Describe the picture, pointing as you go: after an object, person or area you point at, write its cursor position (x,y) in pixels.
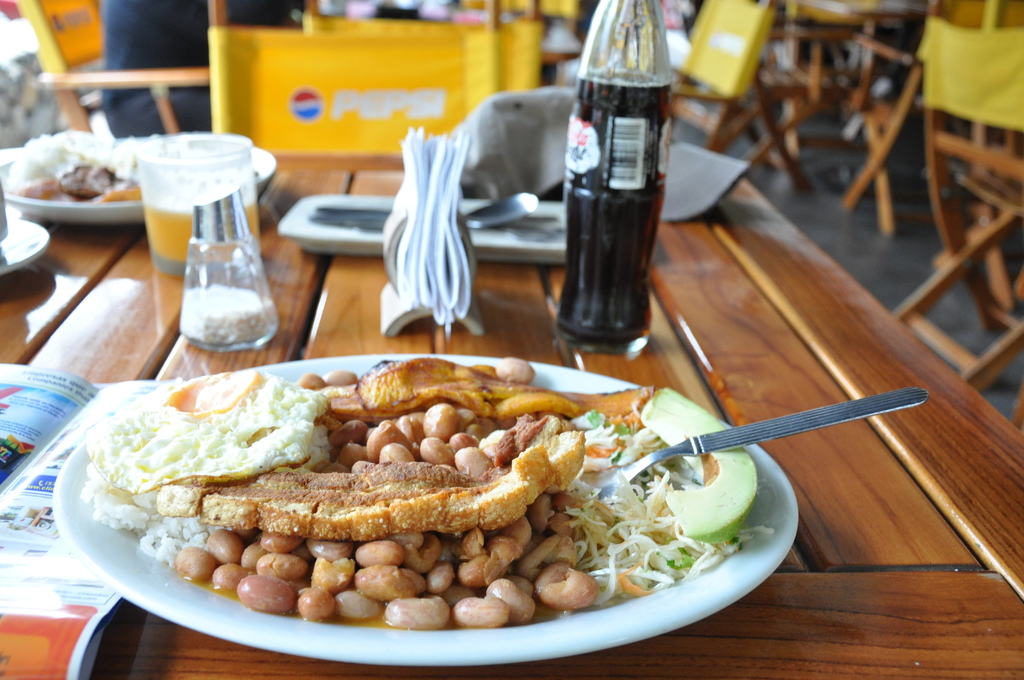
This image is clicked in a restaurant (738,286) where there are so many tables (888,3) and chairs (326,120) around the tables (80,317). There are water bottles (622,223), sorry cool drinks (622,223), plates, glasses (181,196), tissues (414,217), spoons (528,207), knives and eatables (371,392) and papers (87,640) on that table (20,318). The chairs (308,118) are in yellow color.
